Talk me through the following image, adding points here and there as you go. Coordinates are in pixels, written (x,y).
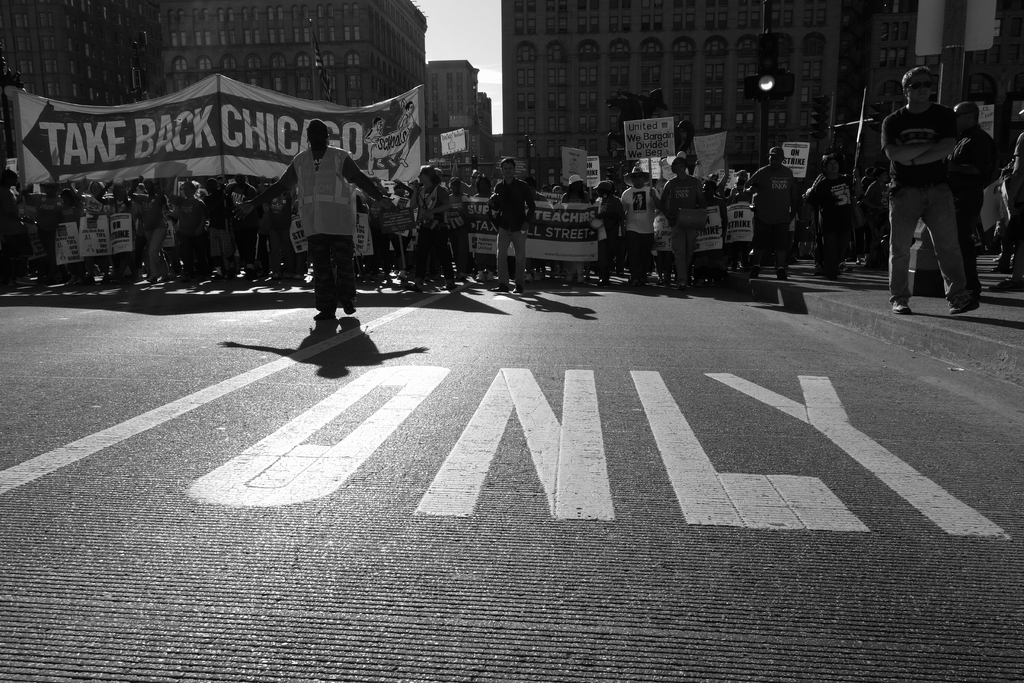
This is a black and white pic. There is a text (336,474) written on the road (404,462). We can see few people (319,218) are walking on the road (452,434) and among them few persons (286,261) are holding banners (301,227) and hoardings (297,249) in their hands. On the right side (793,170) few persons (829,248) are walking on the footpath (869,300). In the background (37,23) we can see buildings (490,103), traffic signal pole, boards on the pole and sky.
